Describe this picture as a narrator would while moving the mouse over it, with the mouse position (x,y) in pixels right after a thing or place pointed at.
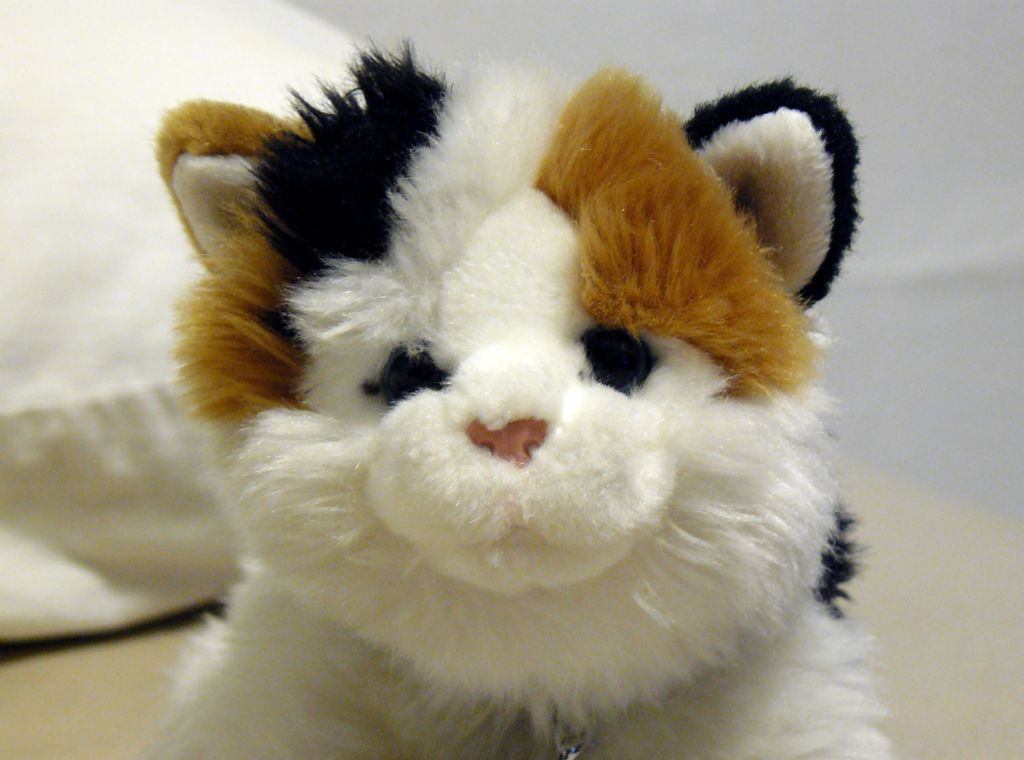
The picture consists of a toy cat (500,426). The background (90,544) is blurred. In the background (156,65) there is a pillow (89,184).
